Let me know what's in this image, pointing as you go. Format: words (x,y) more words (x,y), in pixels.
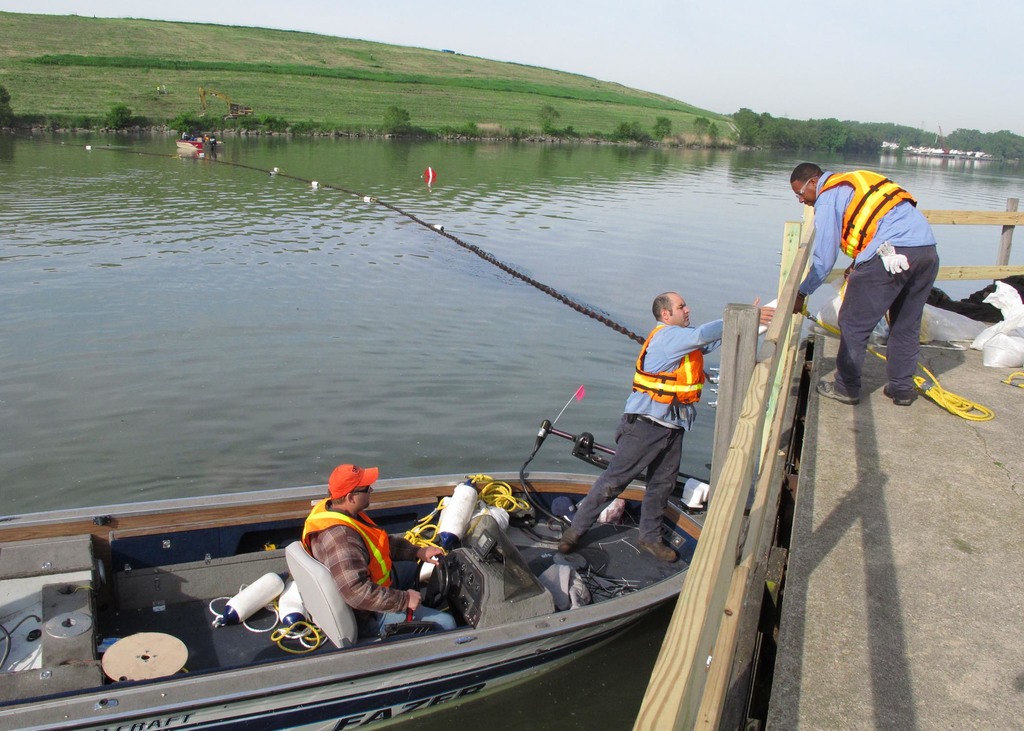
In this picture we can see a boat (408,642) here, there are two persons (374,546) in the boat (519,495), we can see rope (519,495) here, on the right side (751,495) there is a fencing (754,509), we can see a person (859,270) standing here, at the bottom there is water (374,344), we can see some grass (645,118) and trees (875,134) here, there is sky (786,56) at the top of the picture (707,23).
